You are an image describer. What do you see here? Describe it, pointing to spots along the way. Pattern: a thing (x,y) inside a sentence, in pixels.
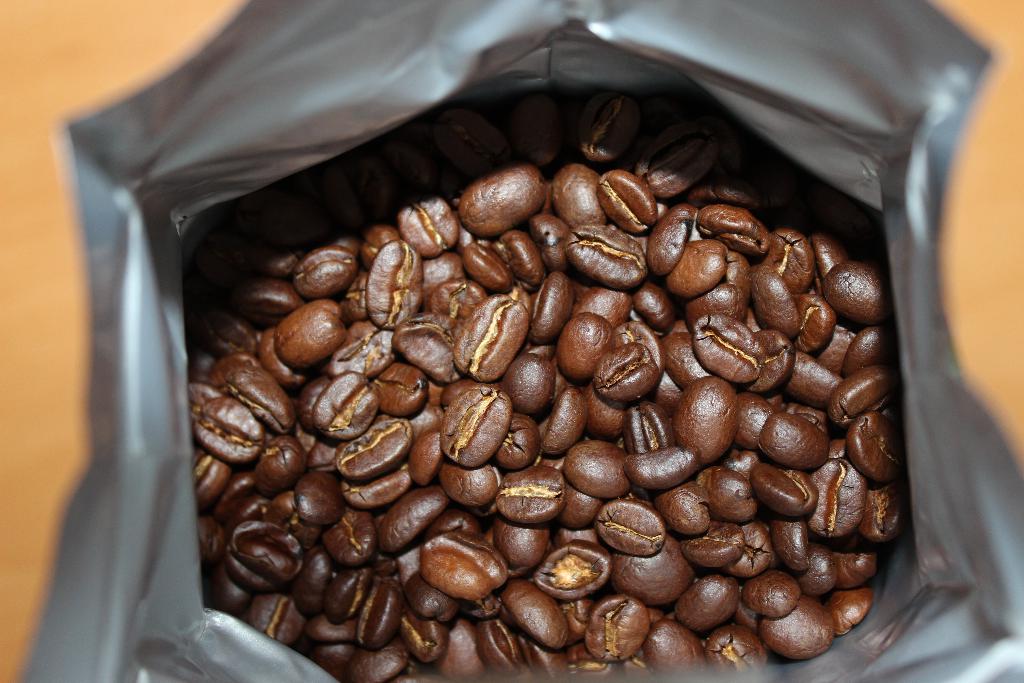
In this image I see the beans (515,271) which are of brown in color and they're in the grey color cover (445,101) here and it is blurred in the background (1001,257).
